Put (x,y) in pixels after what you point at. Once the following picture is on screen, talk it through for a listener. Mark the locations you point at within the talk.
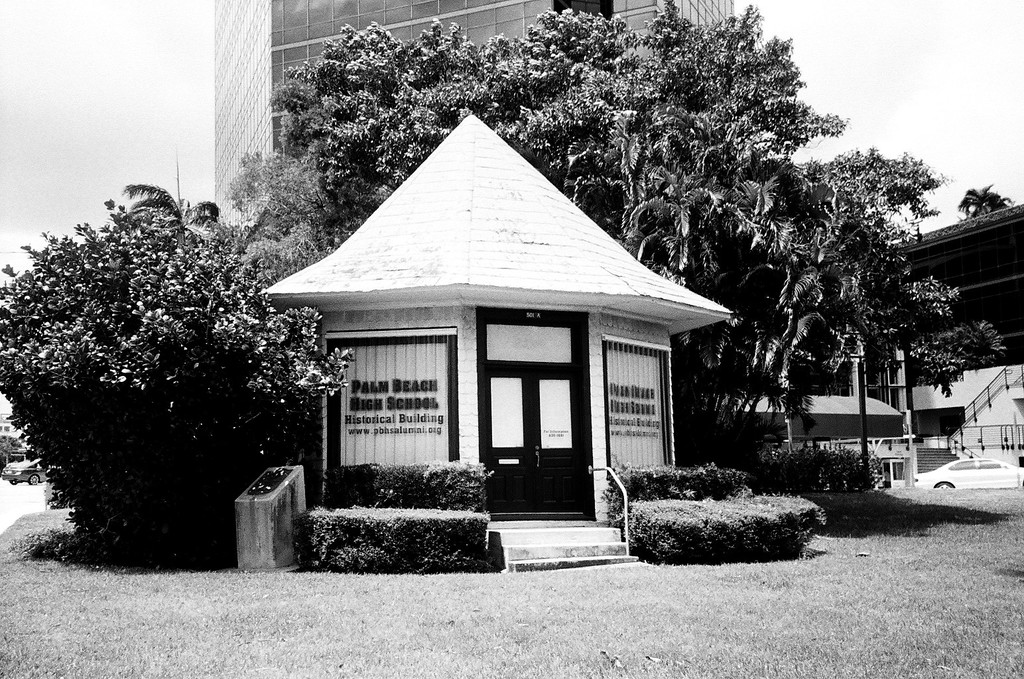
In this picture we can see a shed (370,311) with doors (508,428), glass (652,382) with some text (622,401) on it, curtains (386,428), grass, plants (672,468), cars (923,480), shelter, trees (941,367), buildings (259,43) and some objects (971,405) and in the background (60,76) we can see the sky (938,76).
